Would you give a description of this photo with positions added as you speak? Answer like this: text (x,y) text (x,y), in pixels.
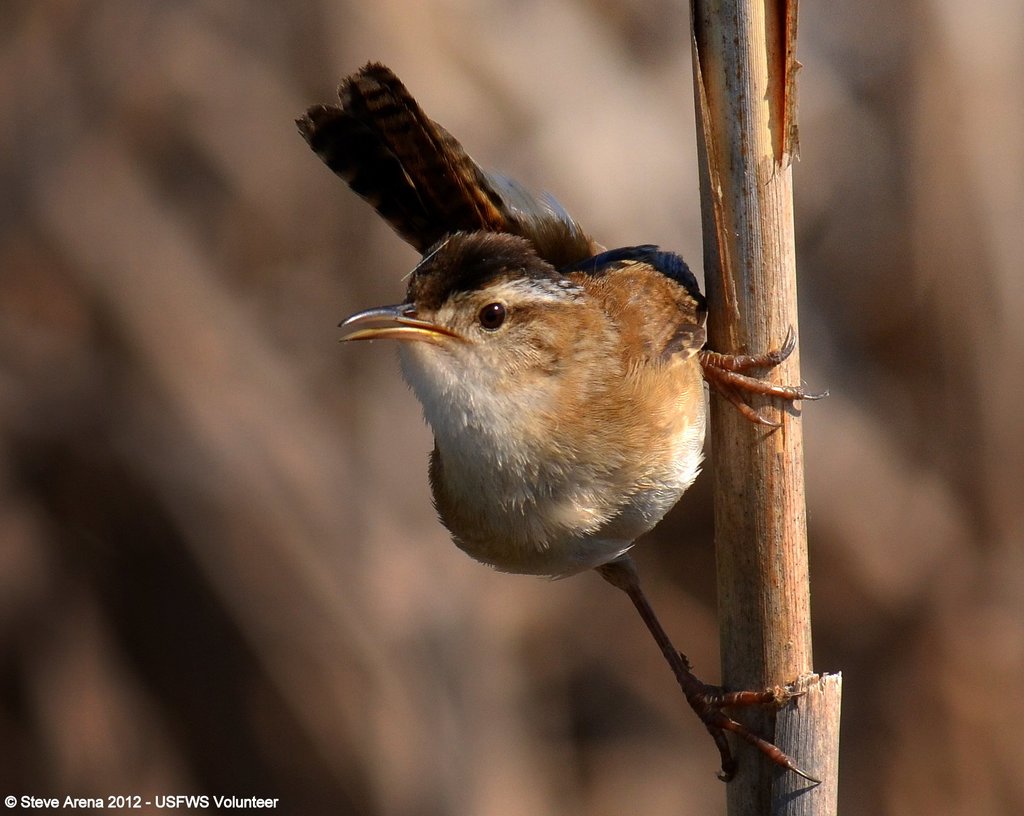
In the image to the right side (778,613) there is a stem (730,274) with bird (485,266) is standing on it. And behind the bird (593,550) there is a blur image.
